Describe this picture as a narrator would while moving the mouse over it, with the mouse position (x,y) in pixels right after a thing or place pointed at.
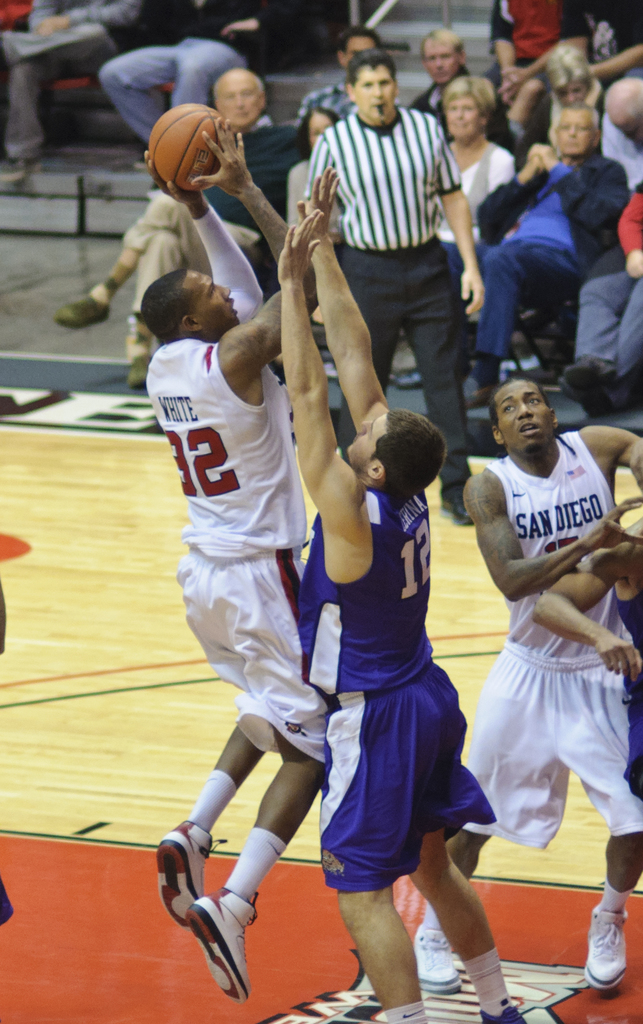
In this image, I can see a group of people (230,258) playing the basketball game and a person (383,270) standing. In the background (535,206), there are group of people (202,63) sitting.
